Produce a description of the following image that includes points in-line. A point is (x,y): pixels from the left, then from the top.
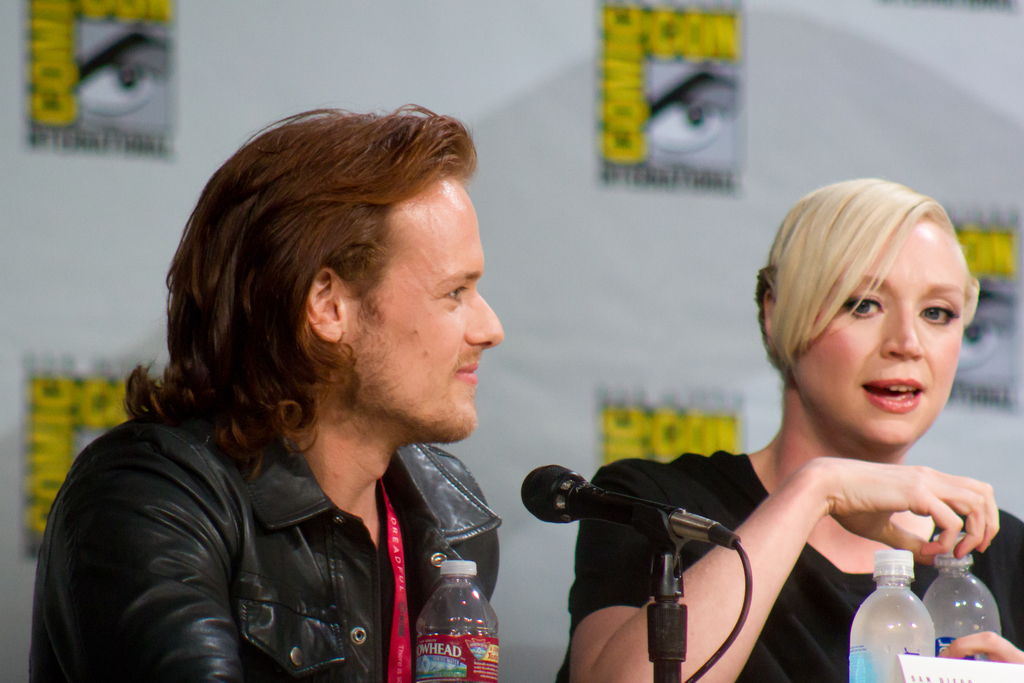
This is the picture of two people (309,329) sitting on the chairs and one among them is a man (478,345) and the other is a woman (831,387) wearing black shirt (804,575) sitting on the chair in front of the table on which there are some bottles (453,584) and behind them there is a poster (624,135) in yellow, black and white color.
